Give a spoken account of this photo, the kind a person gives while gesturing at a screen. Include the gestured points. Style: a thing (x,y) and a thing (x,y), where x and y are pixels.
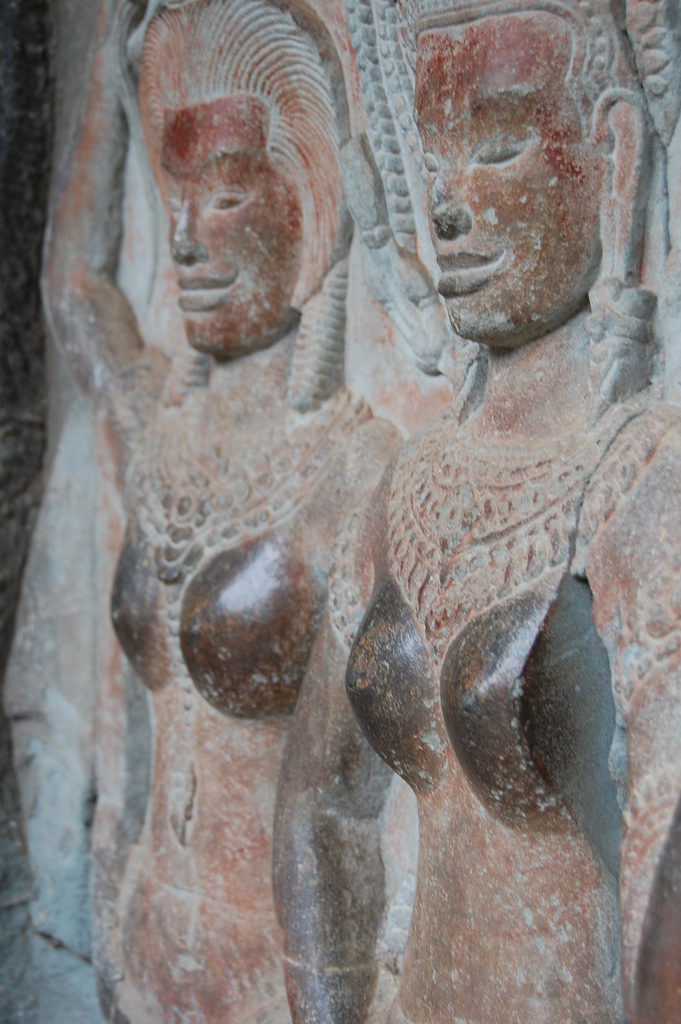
This image is taken outdoors. In this image there is a sculpture (314,749) of women (205,805).
